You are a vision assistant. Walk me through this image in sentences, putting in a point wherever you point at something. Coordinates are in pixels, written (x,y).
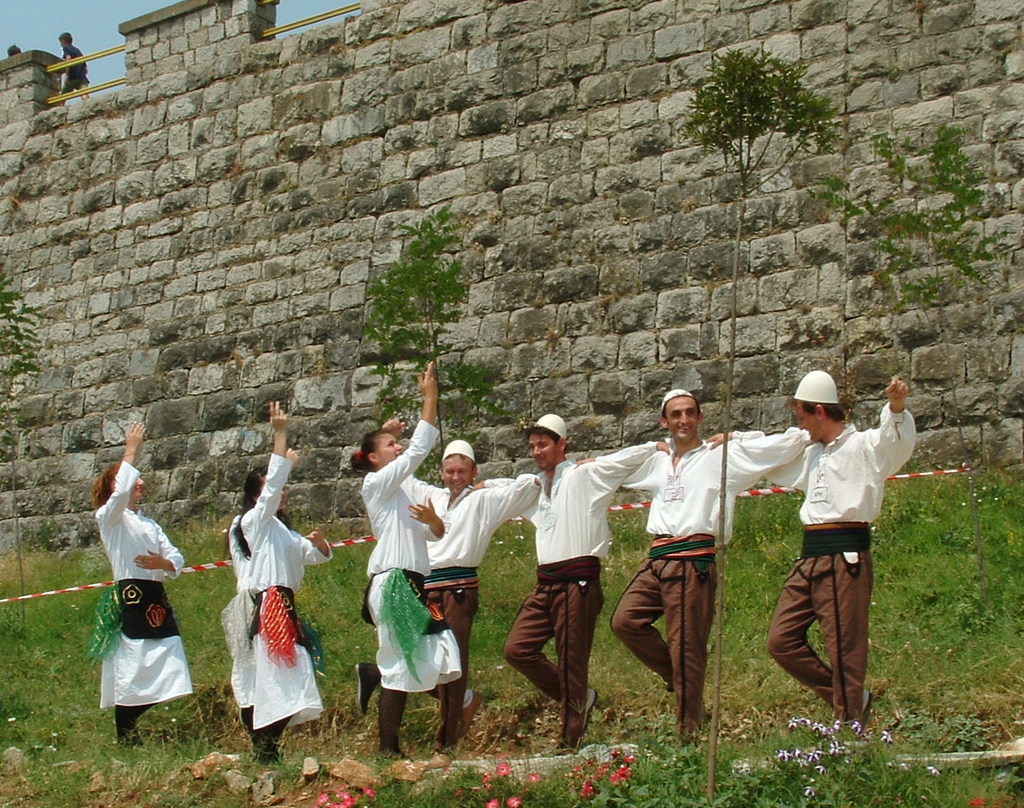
In this image there is a group of persons (124,496) standing in the bottom of this image (833,550) are wearing white color dress (458,544). There are some grass (621,571) and plants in the background (31,650). There is a wall (369,322) in the background (599,194). There are two persons (72,76) standing on the top left corner of this image (85,75).
